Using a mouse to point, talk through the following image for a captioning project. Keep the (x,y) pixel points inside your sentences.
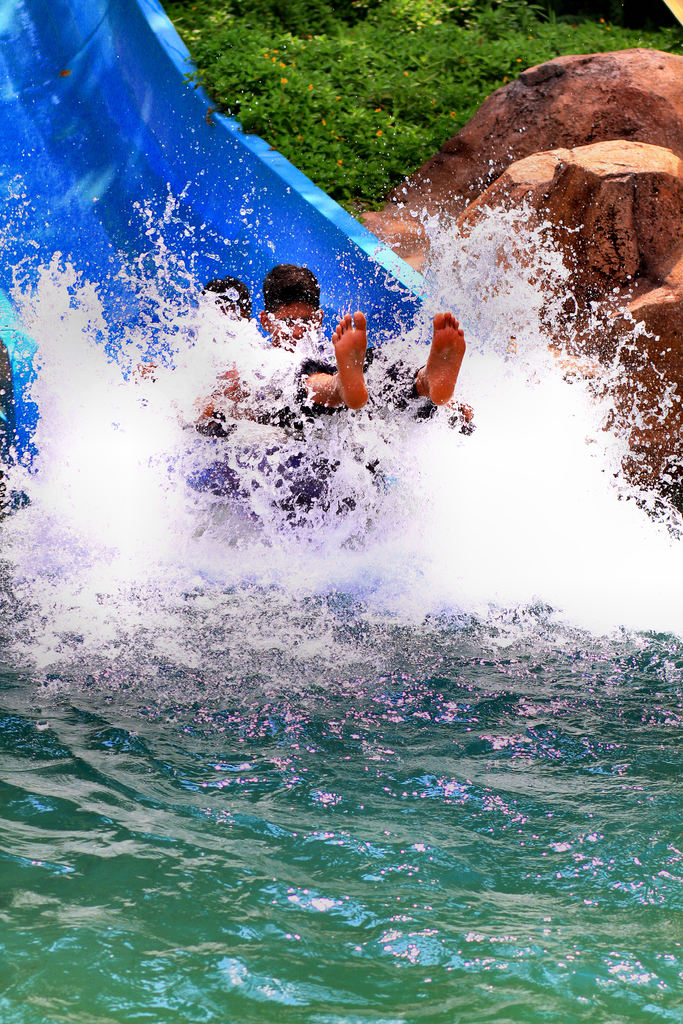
In the center of the image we can see people (296,458) on the slide (123,223). At the bottom (296,803) there is water (257,863). In the background (568,265) there are rocks (539,141) and trees (447,114).
